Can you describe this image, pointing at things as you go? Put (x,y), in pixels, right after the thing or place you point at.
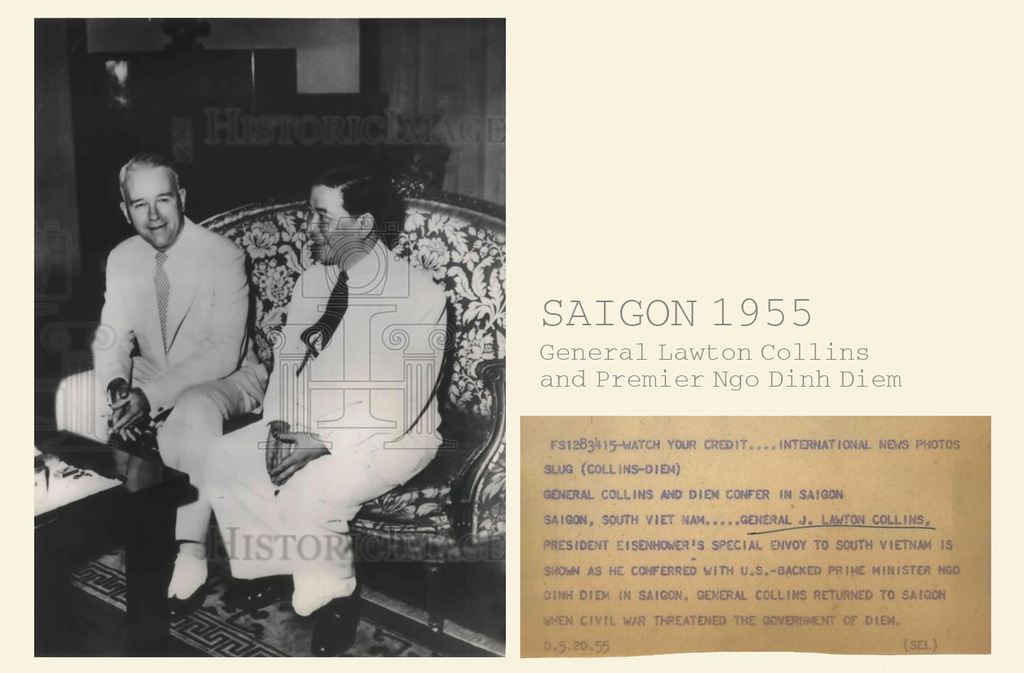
In this image we can see two persons (395,322) sitting on sofa (461,457). In front of them there is a table (173,486). On the floor (118,626) there is a mat (414,650). Also some text (365,135) is on the image. On the right side (857,548) something is written.
